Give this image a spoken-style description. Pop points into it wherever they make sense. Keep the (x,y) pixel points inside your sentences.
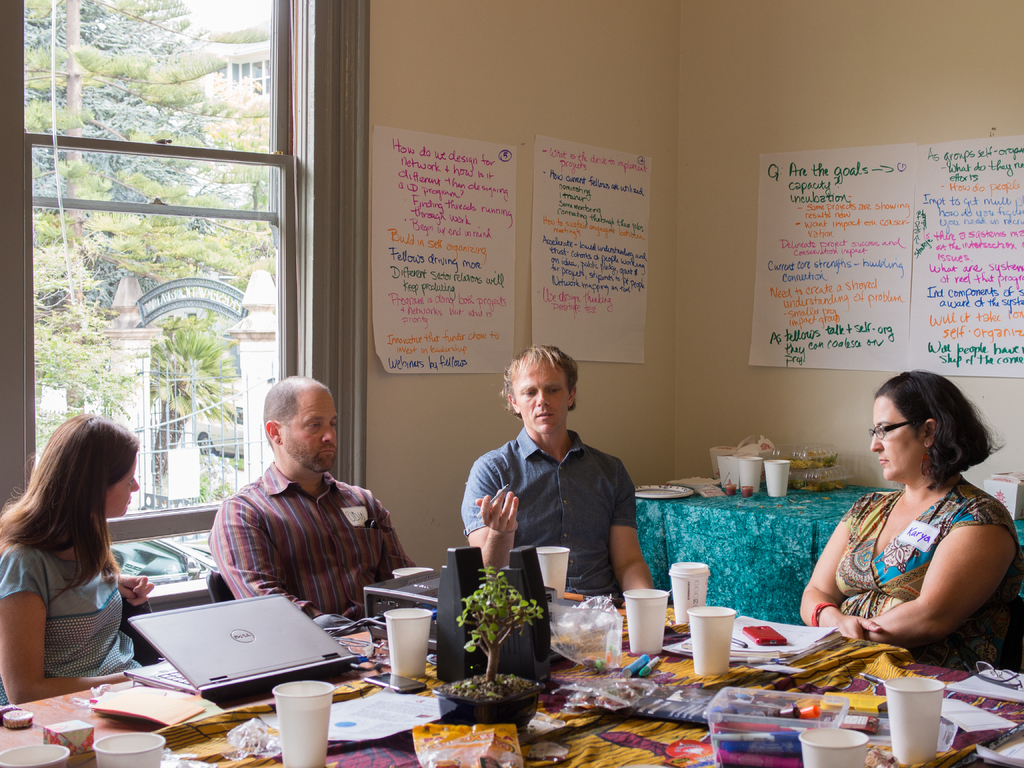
In this picture we can see two men (355,485) and two women (97,519) sitting on chair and talking to each other and in front of them there is table (111,727) and on table (681,678) we can see glasses (709,666), box (756,697), flower pot (494,679) with plant (471,633), laptop (264,640), papers (404,721), spectacle (1002,678), mobile (743,631), cover (606,623) and in background (522,303) we can see wall (688,144) with posters (577,267), window (224,252) and from window (166,202) tree (92,245).
